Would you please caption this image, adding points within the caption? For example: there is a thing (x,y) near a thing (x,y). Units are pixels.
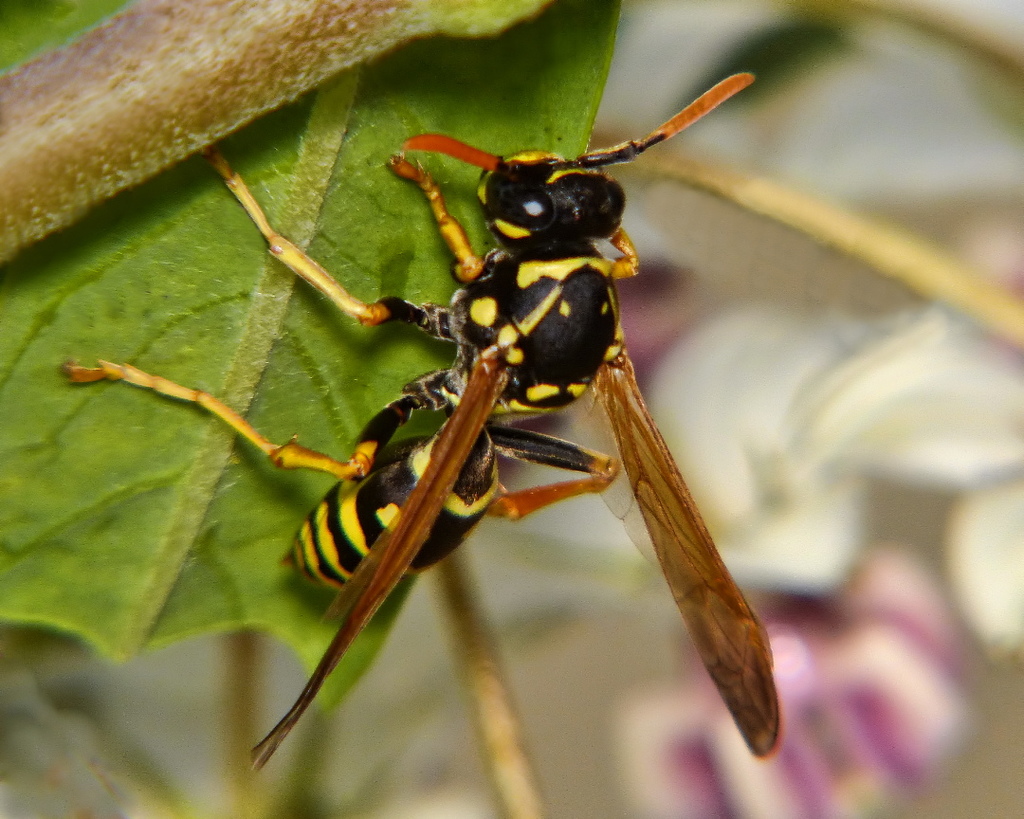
In the image there is an insect (572,383) laying on a leaf (237,306) and the background of the insect (575,222) is blur.
